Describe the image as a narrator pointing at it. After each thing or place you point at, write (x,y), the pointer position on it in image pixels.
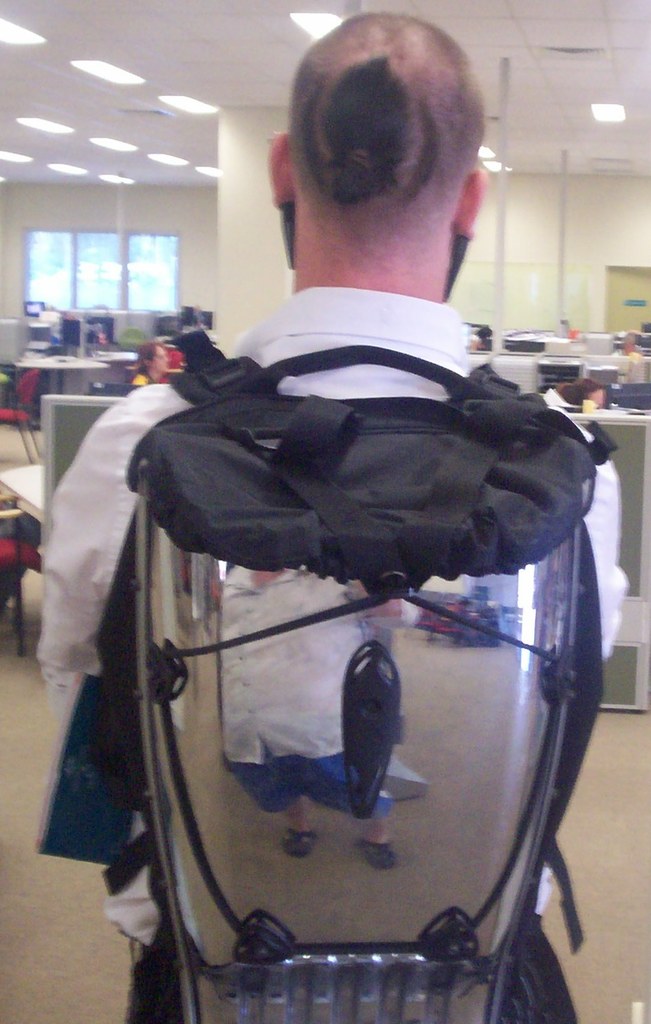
In this picture I can see a person (427,379) standing with a bag (364,406), there are few people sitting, there are chairs (23,383), monitors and some other objects (650,494), there are lights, and in the background (614,295) there is a wall (30,220) and a window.
